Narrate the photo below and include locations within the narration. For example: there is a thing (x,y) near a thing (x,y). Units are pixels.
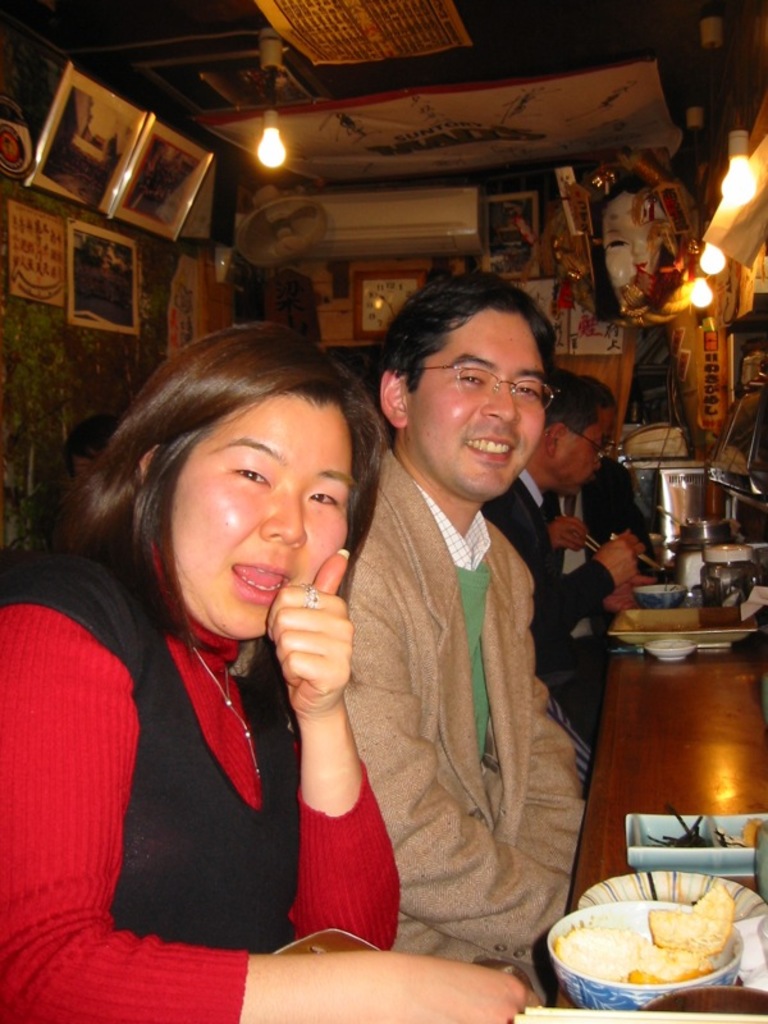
In this picture we can see four people (562,375), table (644,663) with bowls (595,1000), plates (693,823), jars (728,596), food items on it and in the background (734,150) we can see the lights (263,139), fan (276,222), clock (383,287), posters (31,260), frames (131,299) on the wall (155,299) and some objects (610,180).
